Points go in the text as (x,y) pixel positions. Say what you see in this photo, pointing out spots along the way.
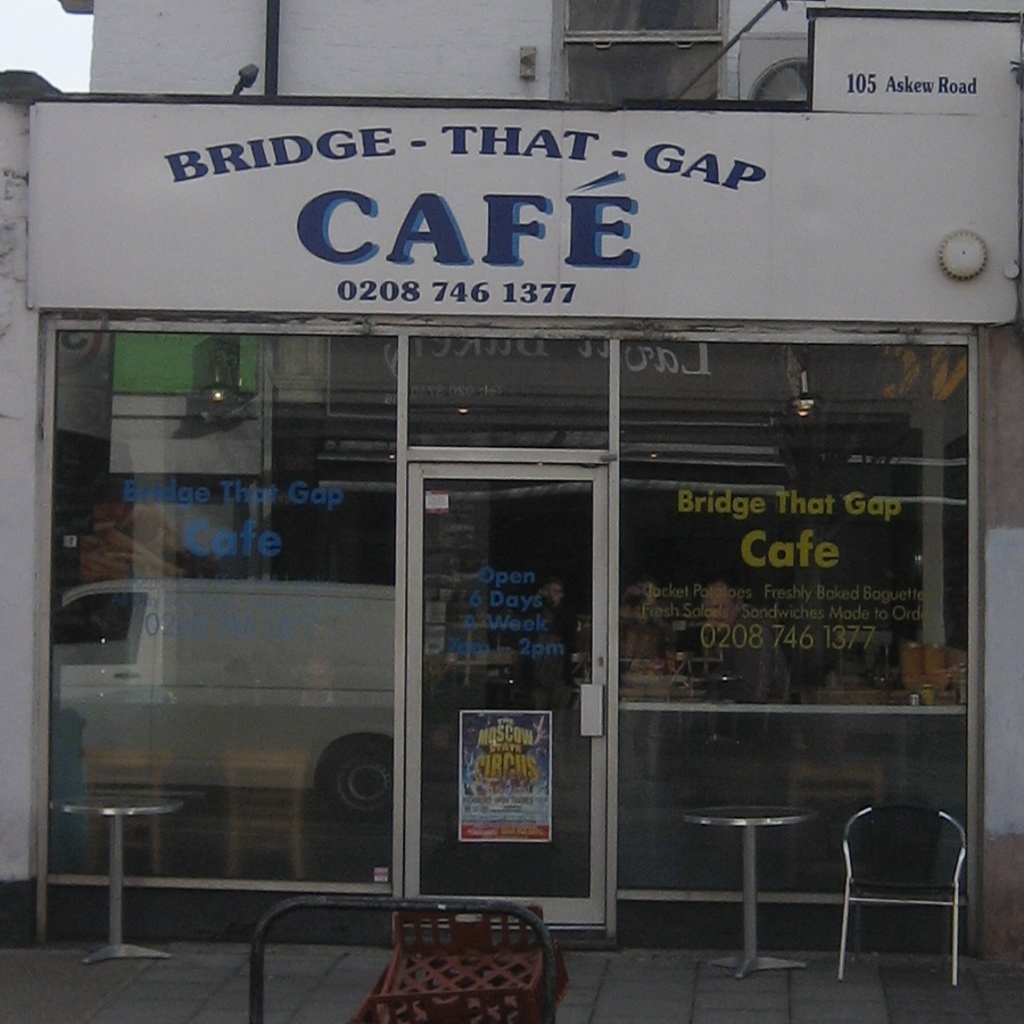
In this image we can see a store (362,244). In the foreground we can see a board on the store (571,724) and on the board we can see some text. On the glass (760,643) of the store (703,641) we have some text (539,638). In front of the store (79,906) we can see tables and chairs (841,939). At the top (469,21) we can see the wall (538,2) of a building (354,86). In the top left (41,32) we can see the sky (42,41).
